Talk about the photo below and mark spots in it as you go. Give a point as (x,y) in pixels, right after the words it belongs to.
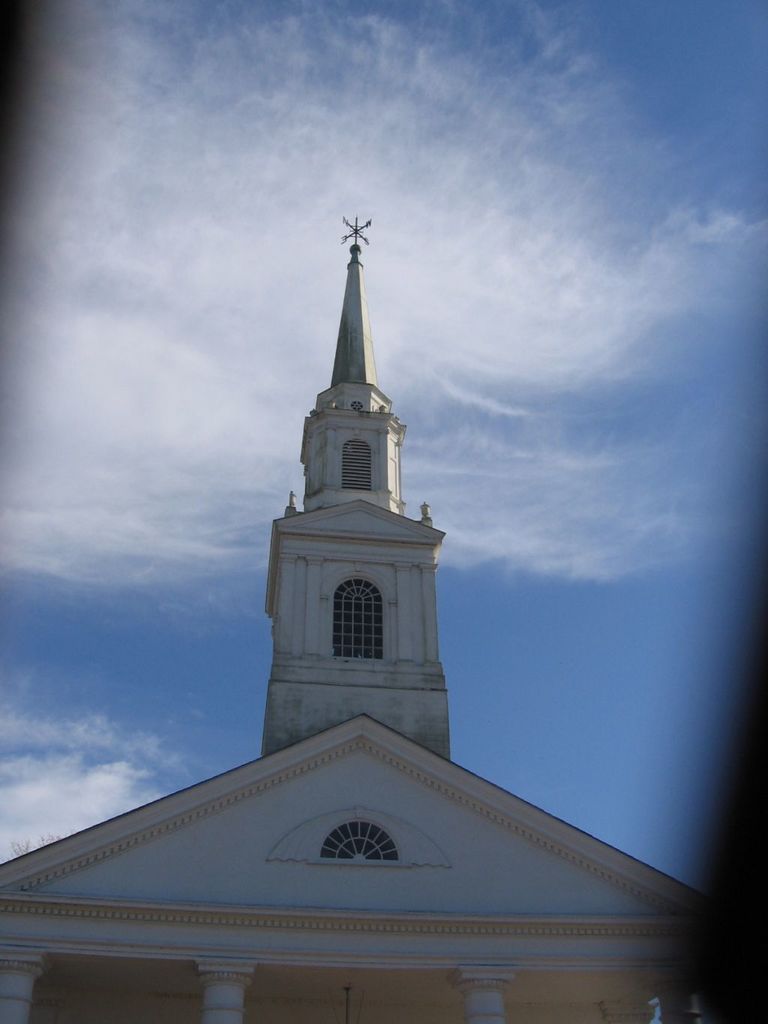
In front of the image there is a building (111,1004). In the background of the image (226,523) there are clouds (129,121) in the sky (583,608).
